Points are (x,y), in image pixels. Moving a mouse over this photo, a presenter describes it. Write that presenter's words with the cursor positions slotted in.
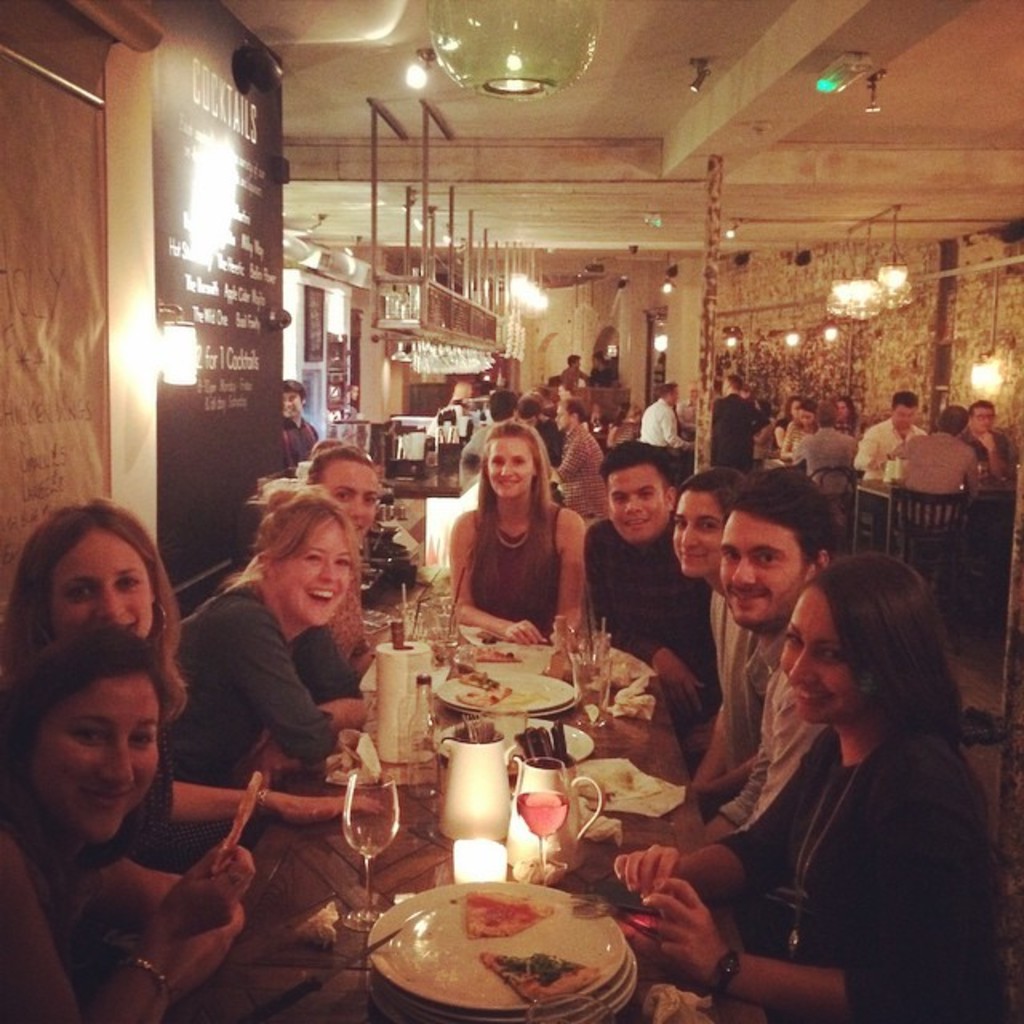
Here we can see some persons (775,579) are sitting on the chairs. This is table (301,964). On the table (433,875) there are plates (477,893), glasses (376,822), and jars (471,789). There are lights (835,288) and this is floor (973,702). In the background (130,475) there is a wall (638,354) and this is a board (224,294). There is a pole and this is roof (688,149).
